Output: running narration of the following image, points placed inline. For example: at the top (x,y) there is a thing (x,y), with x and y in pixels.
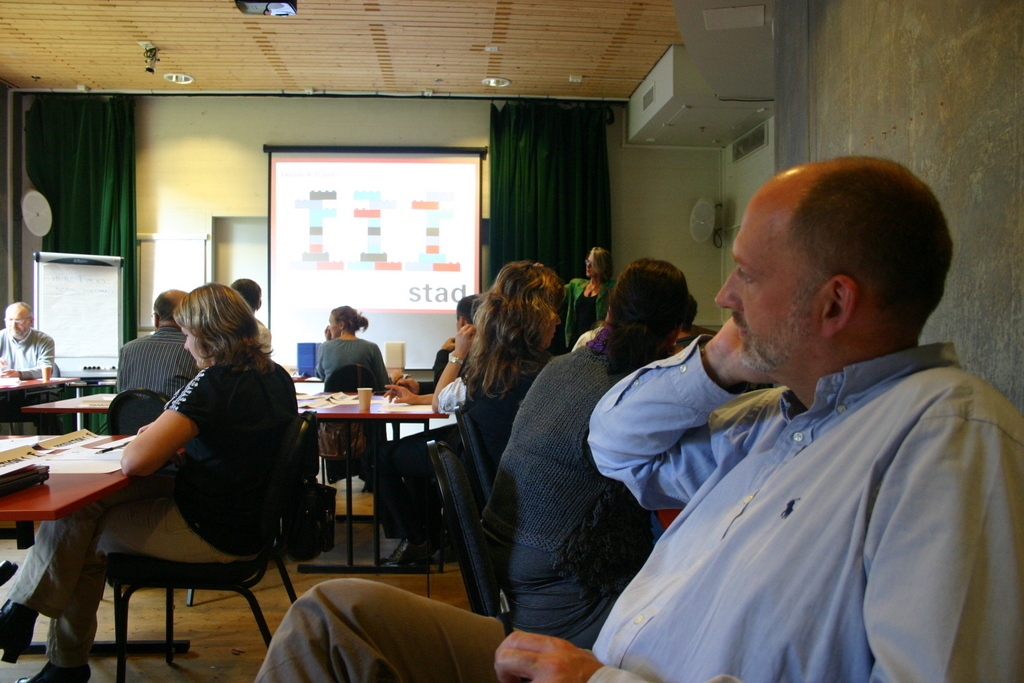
In a room (203,384) there are many people (426,492) sitting on a chair (457,508). IN front of them there is a table (88,487). On the table (31,497) there are some poster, paper (62,458), cups (366,393). And we can see a screen (410,216). Beside the screen (455,233) there is a curtain (543,191). To the right corner (837,485) there men (857,463) with blue shirt (788,542) is sitting. And to the left corner (33,346) there is a man (45,347) sitting. Behind him there is a whiteboard (95,315).
